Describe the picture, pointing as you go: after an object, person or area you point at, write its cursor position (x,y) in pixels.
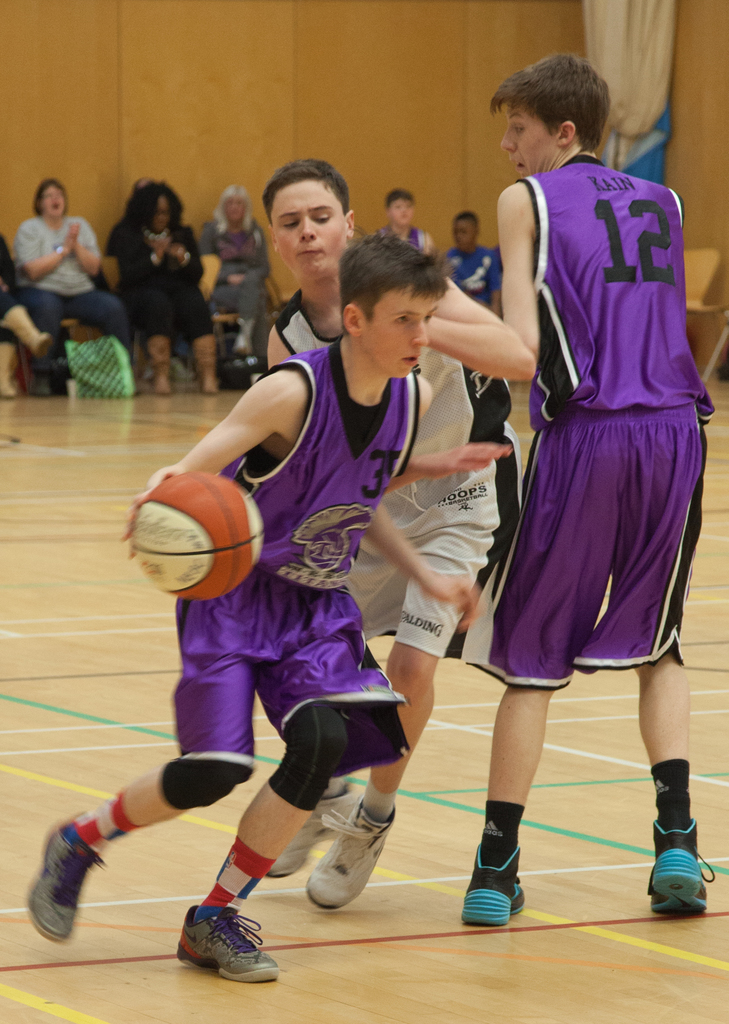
In this image, I can see three persons (373,532) playing the basketball game. In the background (53,358), I can see a group of people (165,235) sitting on the chairs (202,292) and there is a wall (327,76).
